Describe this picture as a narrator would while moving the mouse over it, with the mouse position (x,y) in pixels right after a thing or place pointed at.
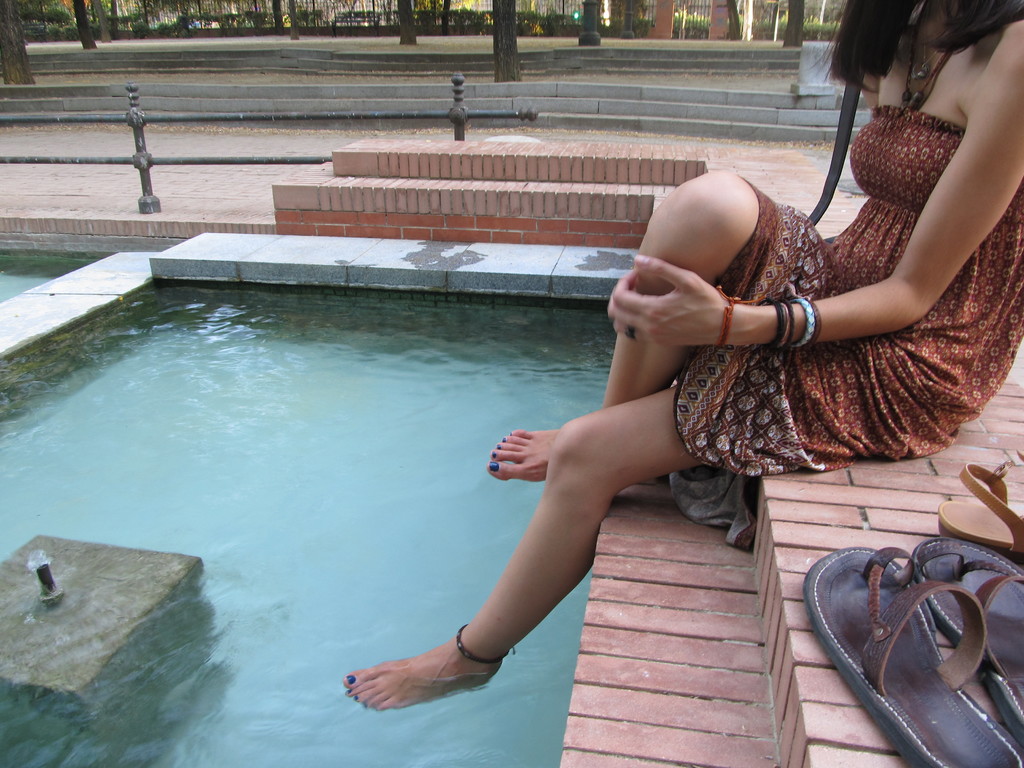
In the image there is girl (681,384) sitting above pool (459,708) with legs (416,687) in it, on the right side (902,680) there are flippers (956,601) on the floor (801,545), on the left side (189,161) there is fence (143,188), behind it there are trees (499,73) on either side of the road (92,178).
